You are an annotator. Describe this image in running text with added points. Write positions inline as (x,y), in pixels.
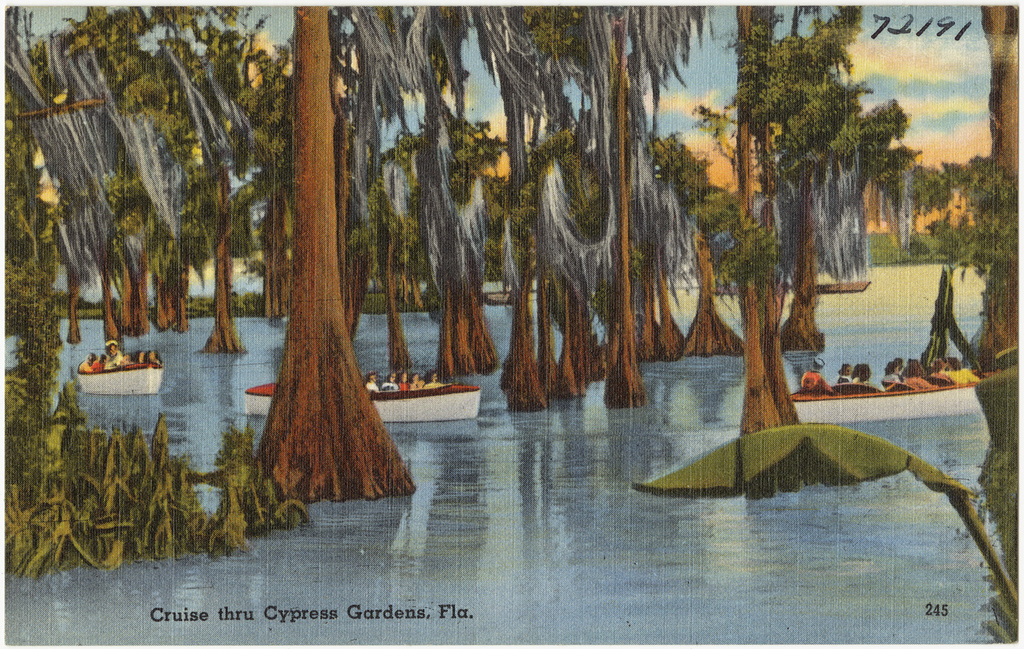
In this picture we can see poster (898,253), in this poster (762,228) we can see people (897,376) in boats (853,395), trees (303,394), water (545,415) and sky (937,104). We can see text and numbers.
